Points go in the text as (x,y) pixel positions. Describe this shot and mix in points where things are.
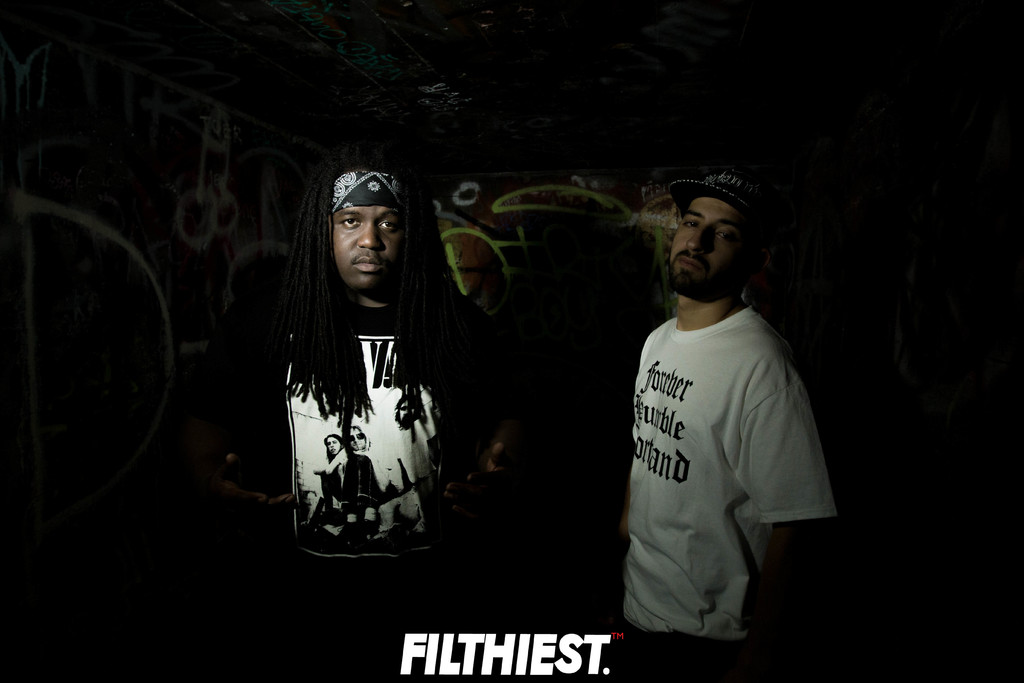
In this image we can see two men (381,437). One is wearing white t-shirt (708,435) and cap (721,193). The other one is wearing black t-shirt (379,426). Bottom of the image (444,651) watermark (500,650) is present.
